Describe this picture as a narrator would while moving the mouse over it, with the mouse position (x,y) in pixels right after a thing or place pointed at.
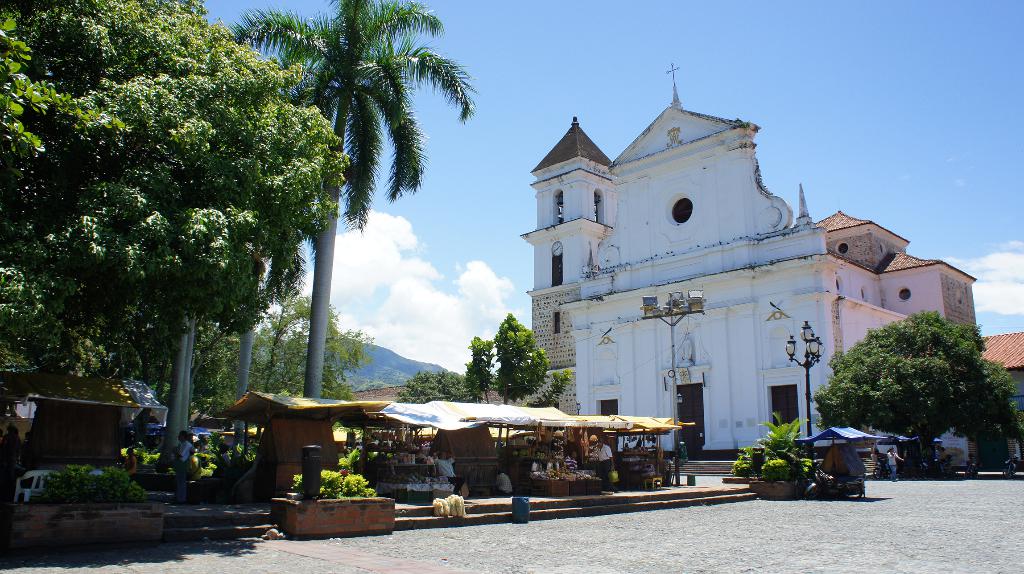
In this image there is a building (688,333) at right side of this image (862,452) and there are some shops (430,429) as we can see at bottom of this image (425,480) and there are some trees (499,375) in the background (368,364) and there a mountain (381,366) in middle of this image (389,376) and there is a cloudy sky (461,224) at top of this image (496,167) and there are some persons (889,465) standing at left side of this image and right side of this image (907,458) as well.
